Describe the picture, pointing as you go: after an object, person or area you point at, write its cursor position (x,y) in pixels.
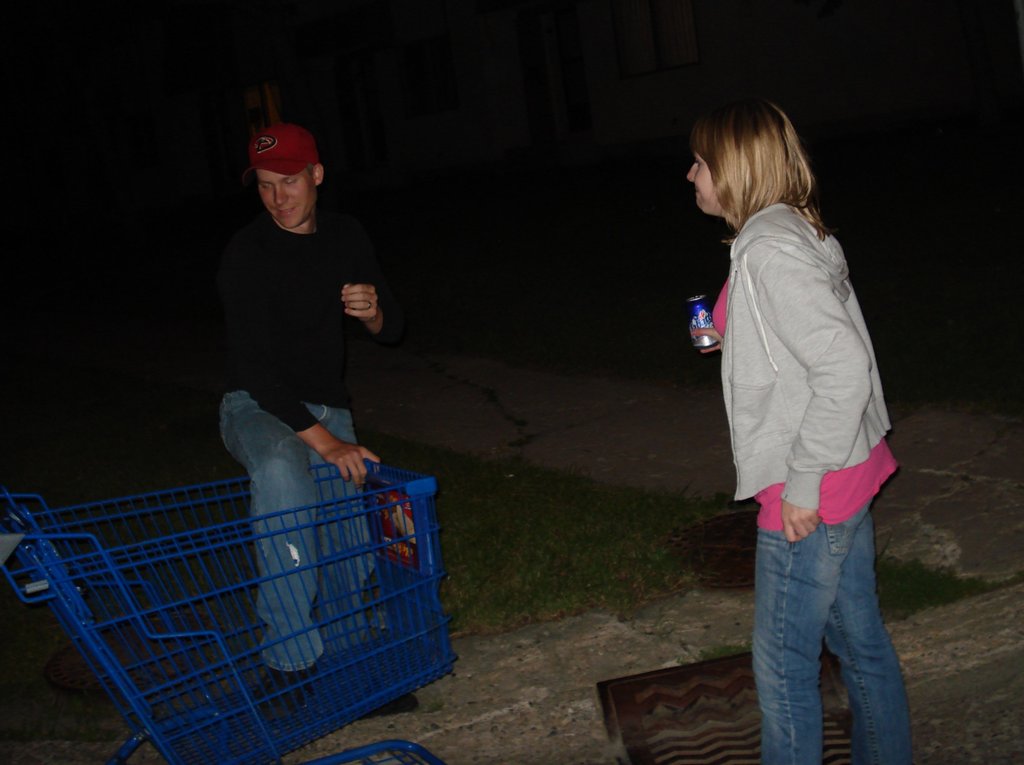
In this image, we can see two people (310,407). A woman (794,389) is holding a tin (703,322) and man (306,463) is kept his leg (284,585) in the cart (370,655). Here we can see a walkway (417,399) and grass (592,596). Top of the image (617,110), we can see houses (512,133). Dark view we can see.
